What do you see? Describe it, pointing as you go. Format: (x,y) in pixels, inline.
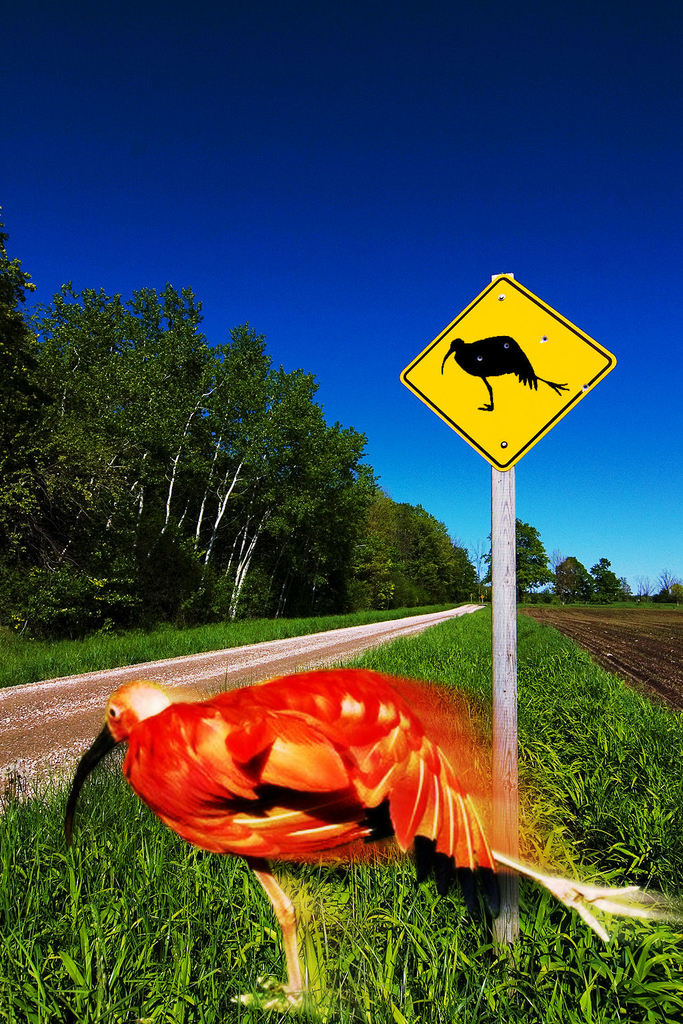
In this image a bird (415,808) is standing on the land (190,1004) having some plants (201,938). There is a board (521,369) attached to the pole (502,535). Background (155,577) there are few trees (212,590) on the grassland (35,650). Top of the image (423,155) there is sky (412,160).
